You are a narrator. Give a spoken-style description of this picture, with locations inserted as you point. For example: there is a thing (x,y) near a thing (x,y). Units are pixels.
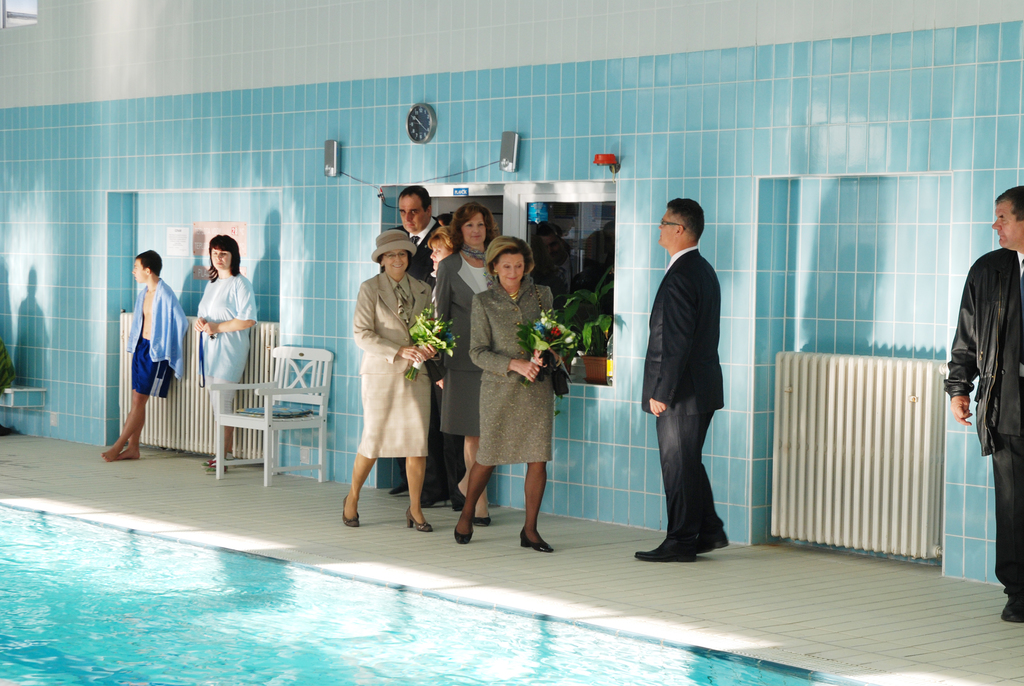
As we can see in the image there is a swimming pool (298,609), wall (326,273), window (540,229), chair (301,378) and few people (1000,241) here and there. These two are holding bouquets (421,344).
